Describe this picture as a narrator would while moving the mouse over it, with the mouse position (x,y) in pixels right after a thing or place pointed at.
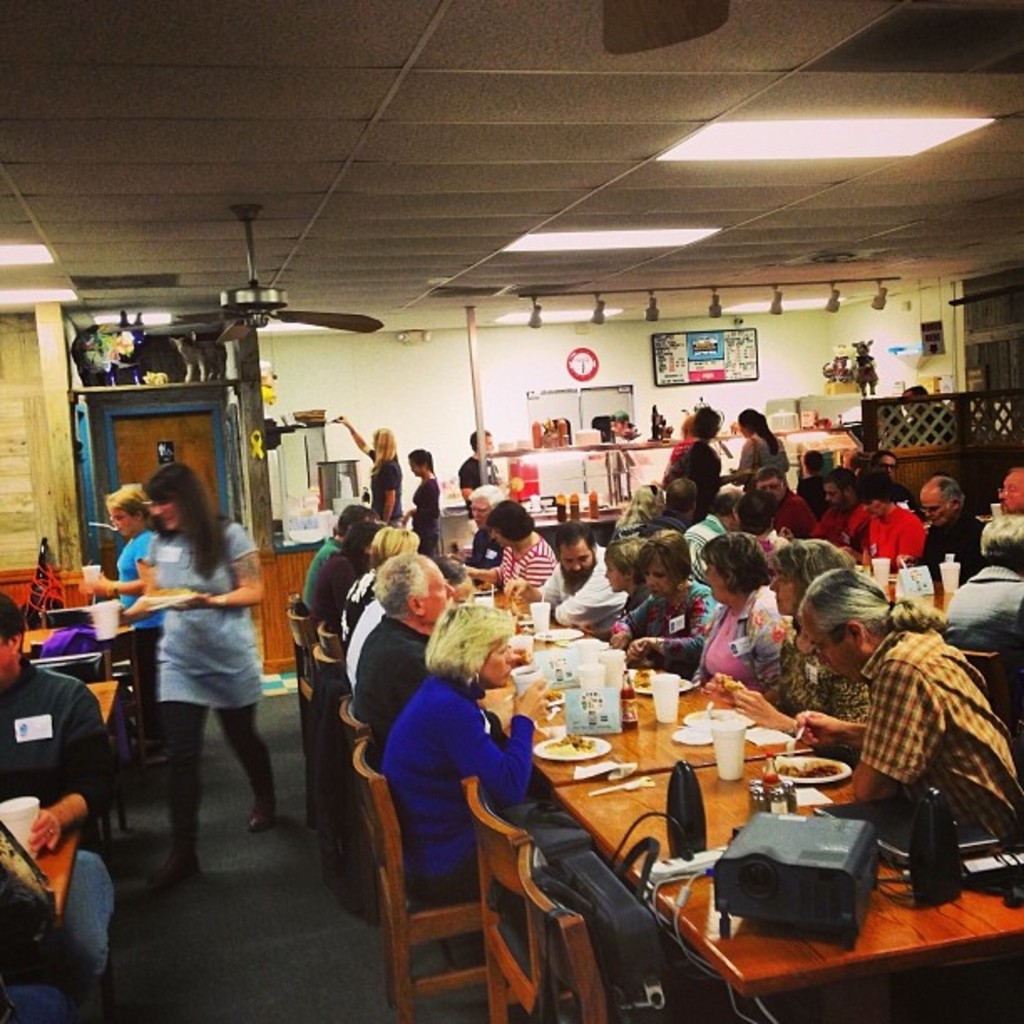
In this picture we can see some people (737,624) sitting on chairs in front of tables (656,722), there are glasses (741,744), cups (741,725), plates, spoons (621,784), tissue papers (752,738), bottles (628,688) present on these tables (529,609), in the background (508,420) there is a wall (509,430) and a screen (682,352), we can see some people (190,641) standing, there is a door (208,465) on the left side (211,450), we can see lights (750,157), a fan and the ceiling (645,262) at the top of the picture (337,176), we can see a clock (592,360) on the wall (604,362).
